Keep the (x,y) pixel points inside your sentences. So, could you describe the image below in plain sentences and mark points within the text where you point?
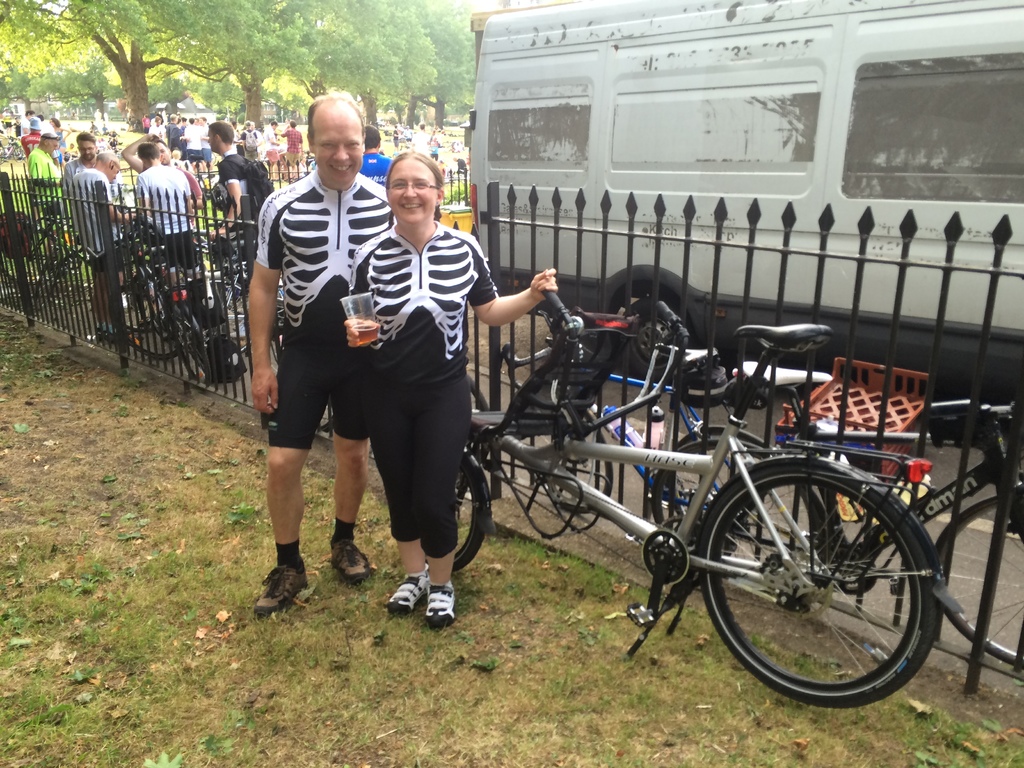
In this image I can see two persons (386,371) standing wearing black and white dress (307,320) and the person (406,327) at right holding a glass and a bi-cycle (571,317). At the background (165,132) I can see few persons (134,159) standing, a vehicle (531,99) and trees (313,44) in green color.
